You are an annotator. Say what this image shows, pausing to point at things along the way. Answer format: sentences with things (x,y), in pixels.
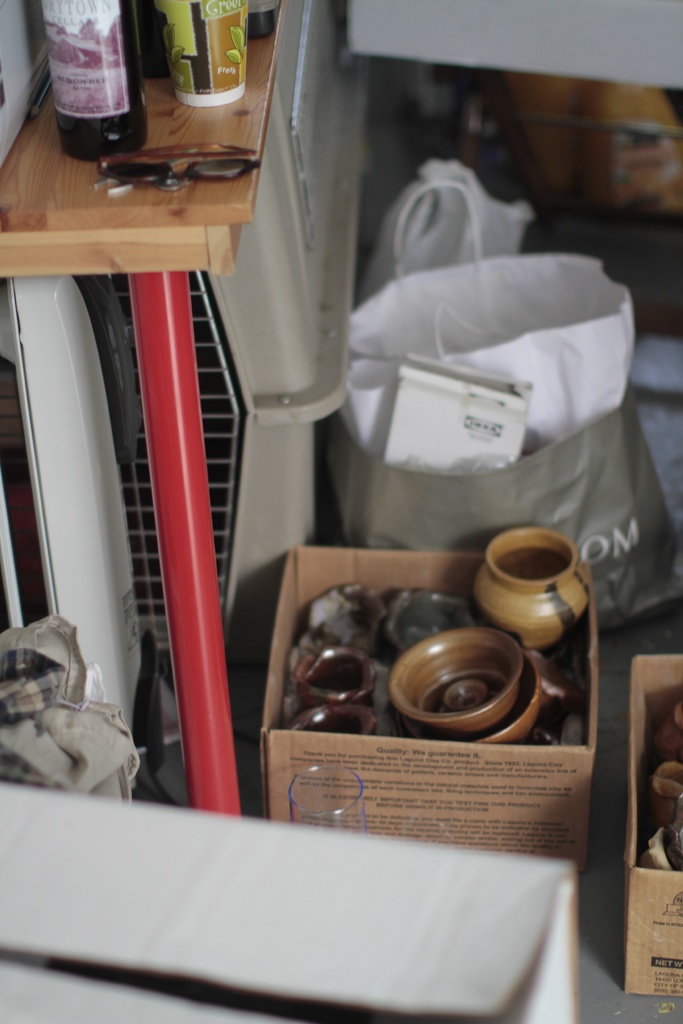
In this image in the front (333,986) there is an object (231,953) which is white in colour. In the center (426,680) there are bowls (498,690) in the box (331,687), there is a table (209,230) and on the table (229,193) there are bottles (147,8), there are packets (604,502) on the floor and there is a bag (60,713) which is visible and there is a pet carrier (283,325).
